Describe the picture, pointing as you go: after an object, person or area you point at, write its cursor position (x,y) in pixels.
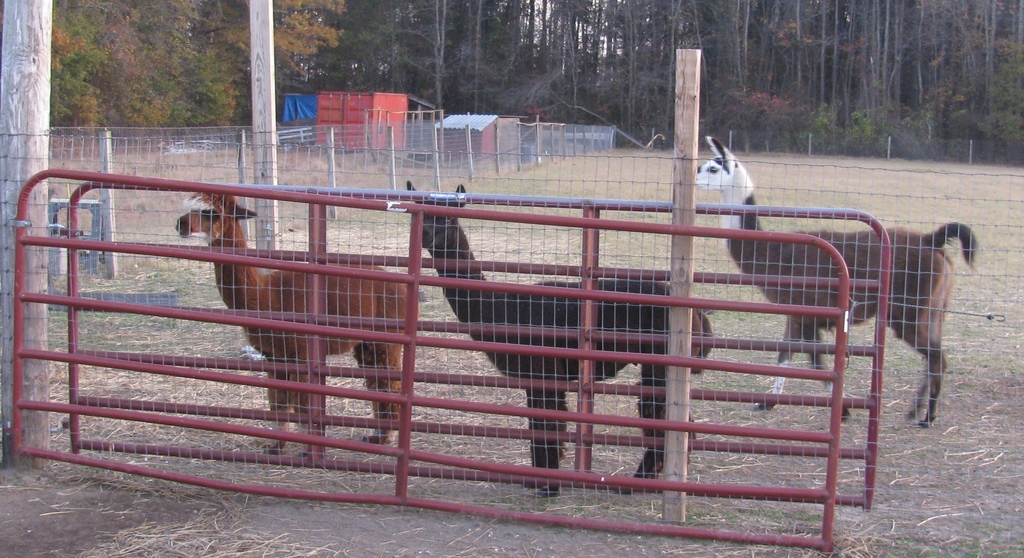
As we can see in the image there is fence (574,387), animals (534,310), container (392,123), house (458,128) and trees (445,57).
